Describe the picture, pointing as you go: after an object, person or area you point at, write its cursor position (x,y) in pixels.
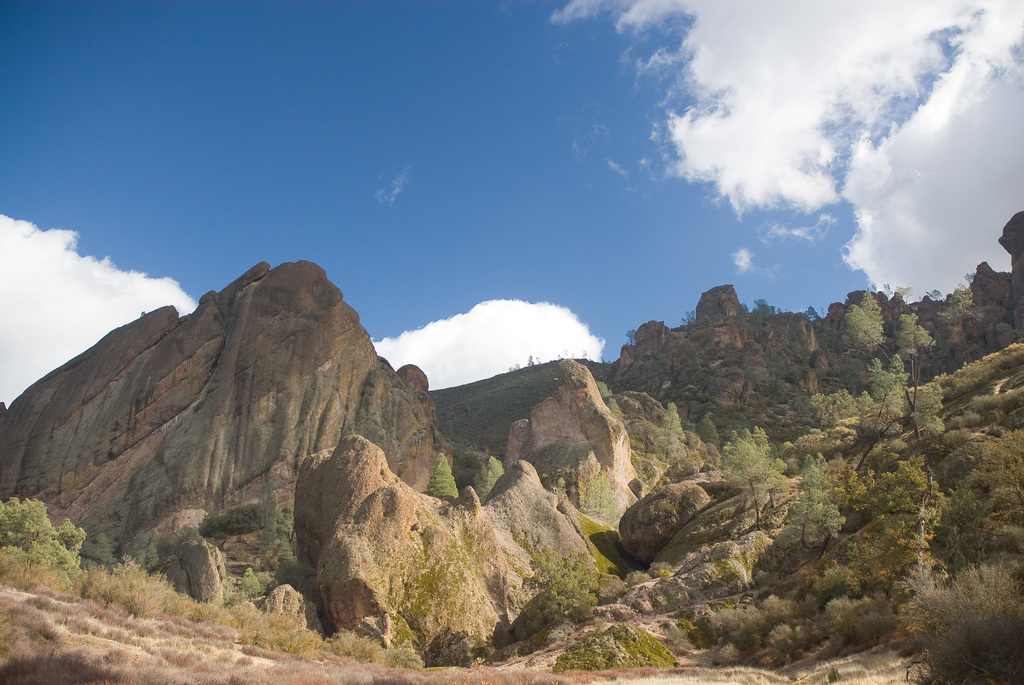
In the image we can see some hills (885,300), trees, clouds (837,49) and sky (29,154).
